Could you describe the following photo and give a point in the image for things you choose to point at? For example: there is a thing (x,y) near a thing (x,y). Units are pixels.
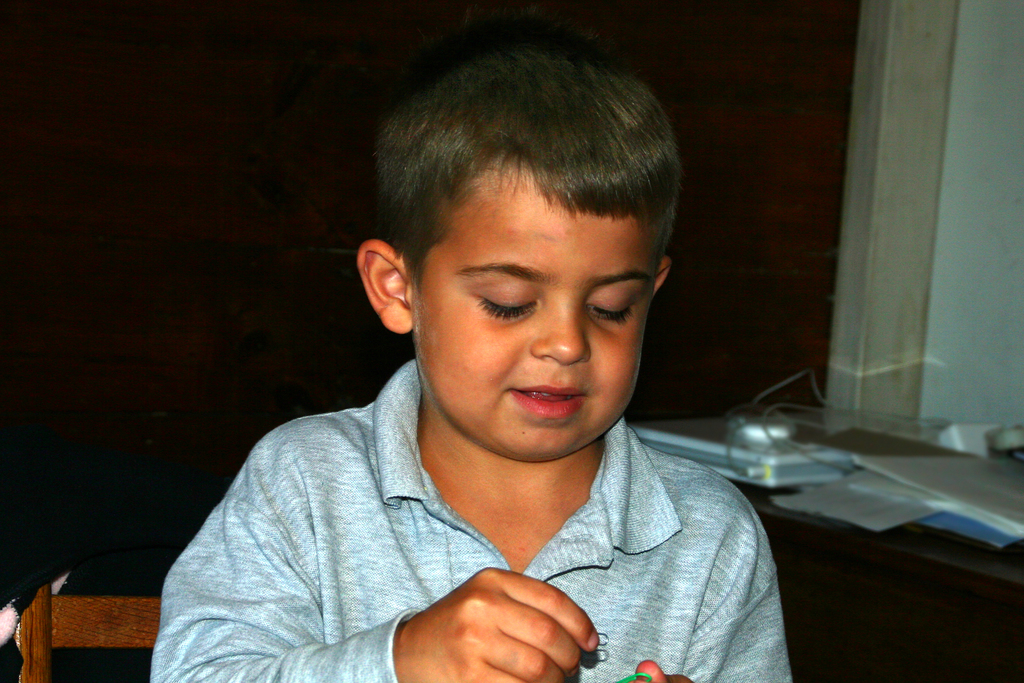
In this image there is a boy (423,582) sitting on the chair (152,609). Right side (975,529) there is a table (932,543) having a laptop (724,457), papers (946,498), book (962,518) and few objects (751,434). Background (199,337) there is a wall (269,297).
